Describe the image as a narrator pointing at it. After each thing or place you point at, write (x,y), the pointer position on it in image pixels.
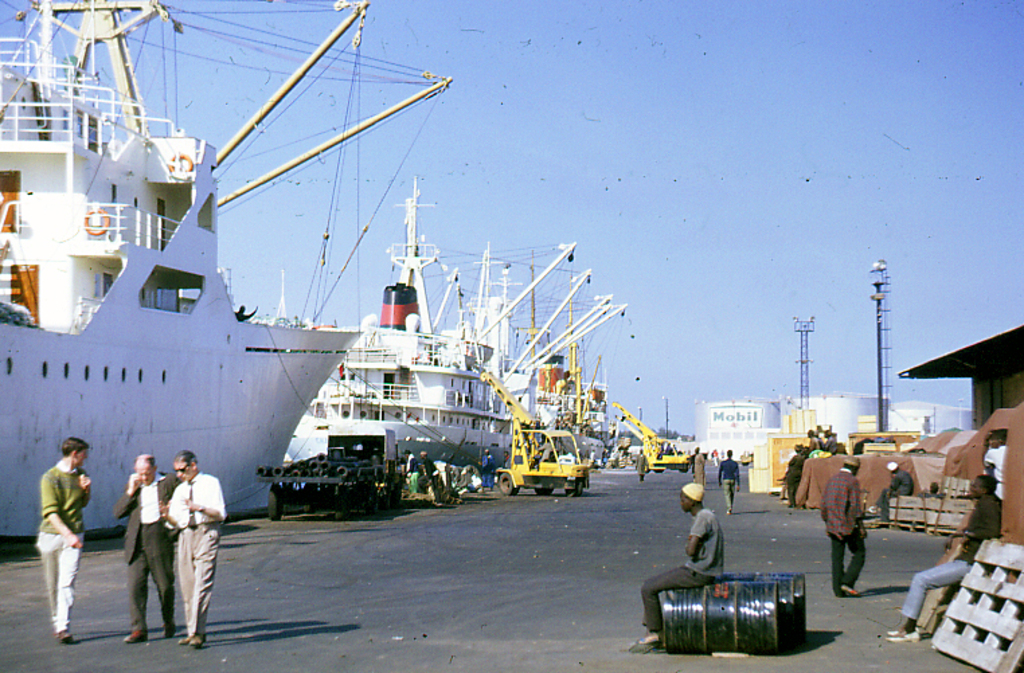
In the picture we can see a sea port (672,459) with some ships (193,353) which are white in color and poles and wires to it and beside to it, we can see a path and some people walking and some are sitting near the sheds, and we can also see a sky (847,388).
